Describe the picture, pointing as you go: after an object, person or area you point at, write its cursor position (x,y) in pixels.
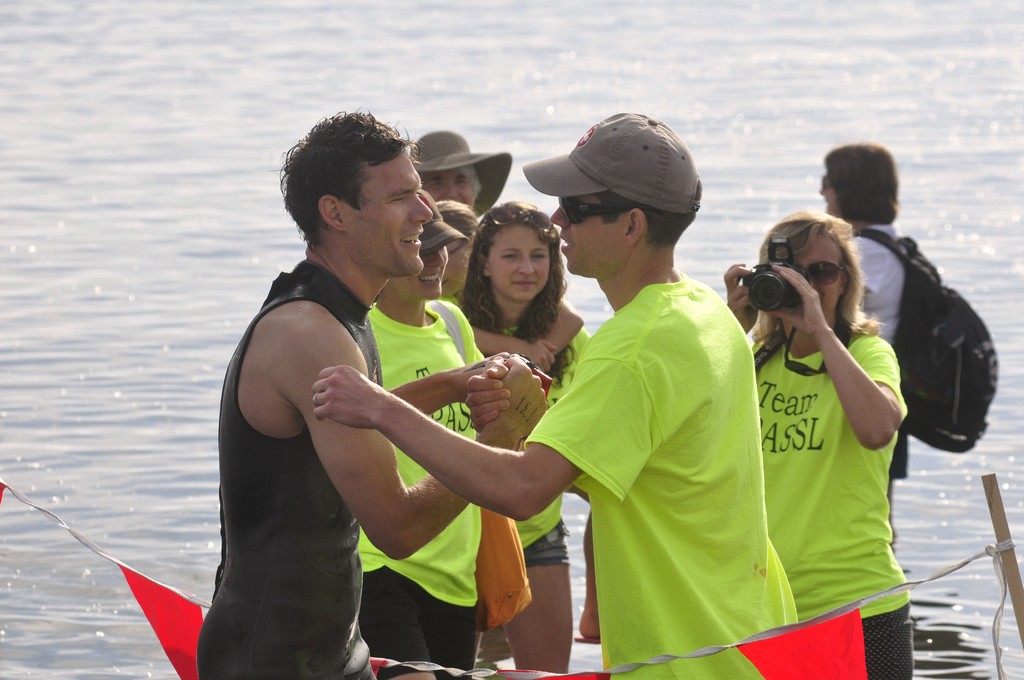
In the foreground of the image (303,486) there are two people (334,461) holding hands (331,406). In the background of the image (814,368) there is a lady (770,426) holding a camera (774,263). There are people (839,174) standing. There is water (550,47). In the center of the image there is a rope (154,577) with flags (772,653).
